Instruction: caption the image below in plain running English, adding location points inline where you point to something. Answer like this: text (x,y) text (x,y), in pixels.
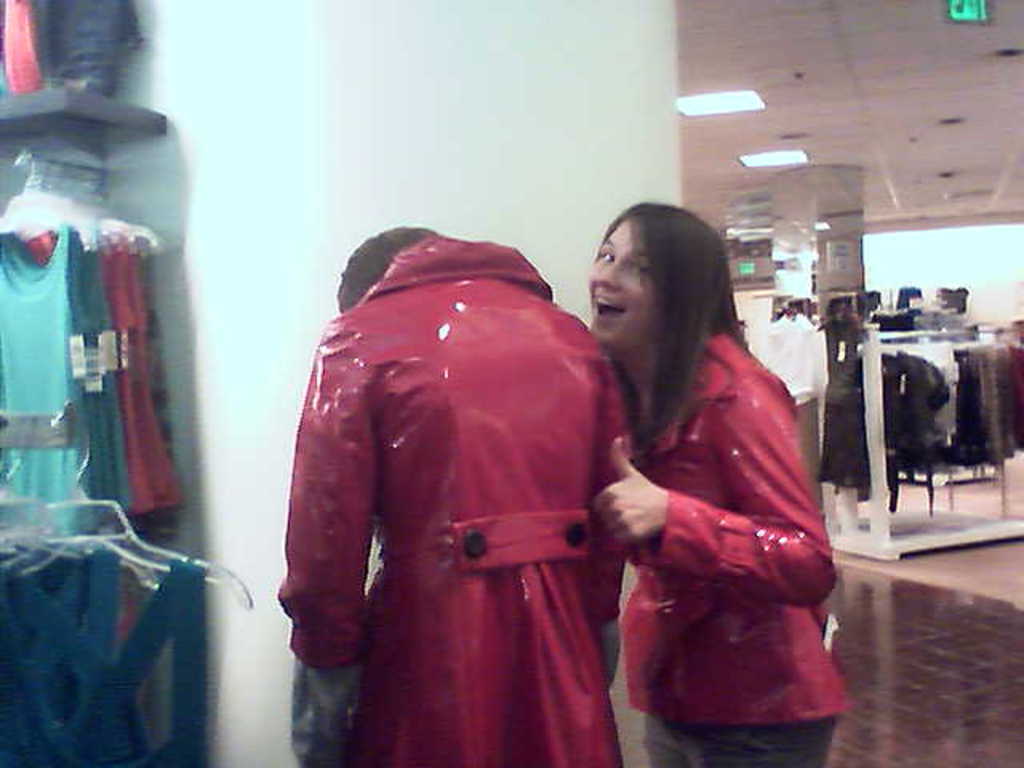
In this image there is a woman (680,401) and man (499,589) standing in a shopping mall (942,260), in that shopping mall (898,764) there are dresses (822,391), on top (718,58) there is ceiling (834,134) and lights (736,107).
